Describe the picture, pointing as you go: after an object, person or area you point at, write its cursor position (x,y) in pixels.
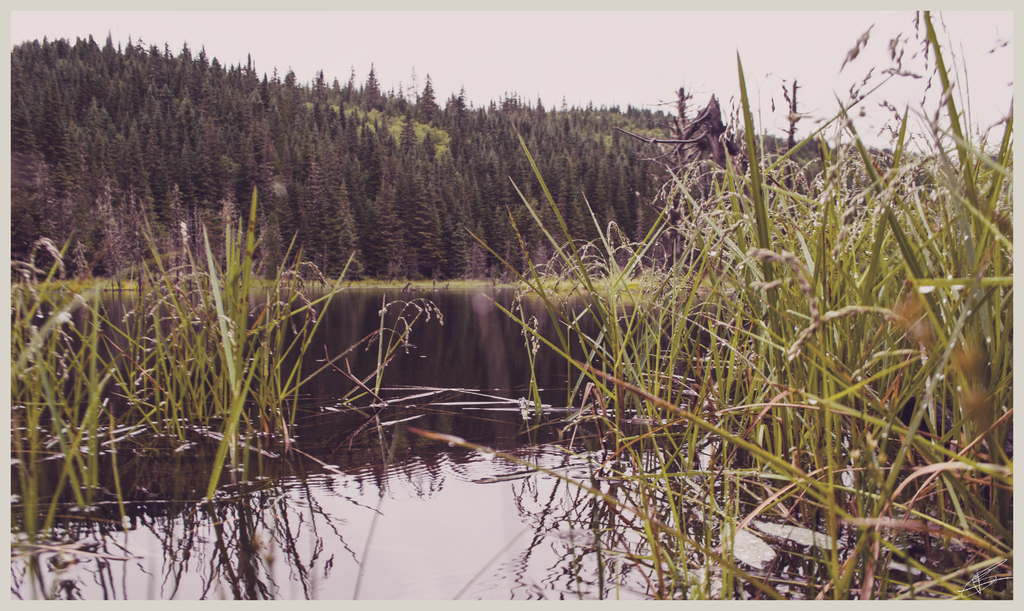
In this picture I can see there is a lake (387,471) and there is grass (558,240). In the backdrop (390,163) there is a mountain (321,168) and it is covered with trees (582,187) and the sky (570,60) is clear.
